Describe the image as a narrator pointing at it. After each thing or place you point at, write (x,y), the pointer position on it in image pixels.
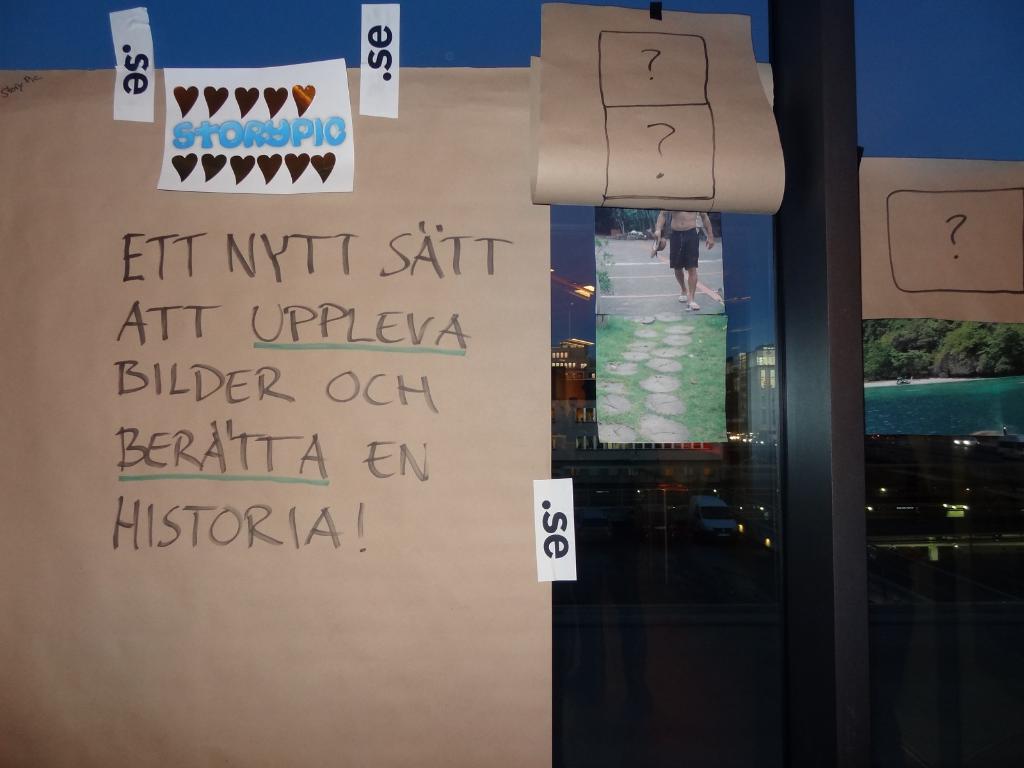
In the picture I can see some paper (436,286), images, stickers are attached to the glass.
